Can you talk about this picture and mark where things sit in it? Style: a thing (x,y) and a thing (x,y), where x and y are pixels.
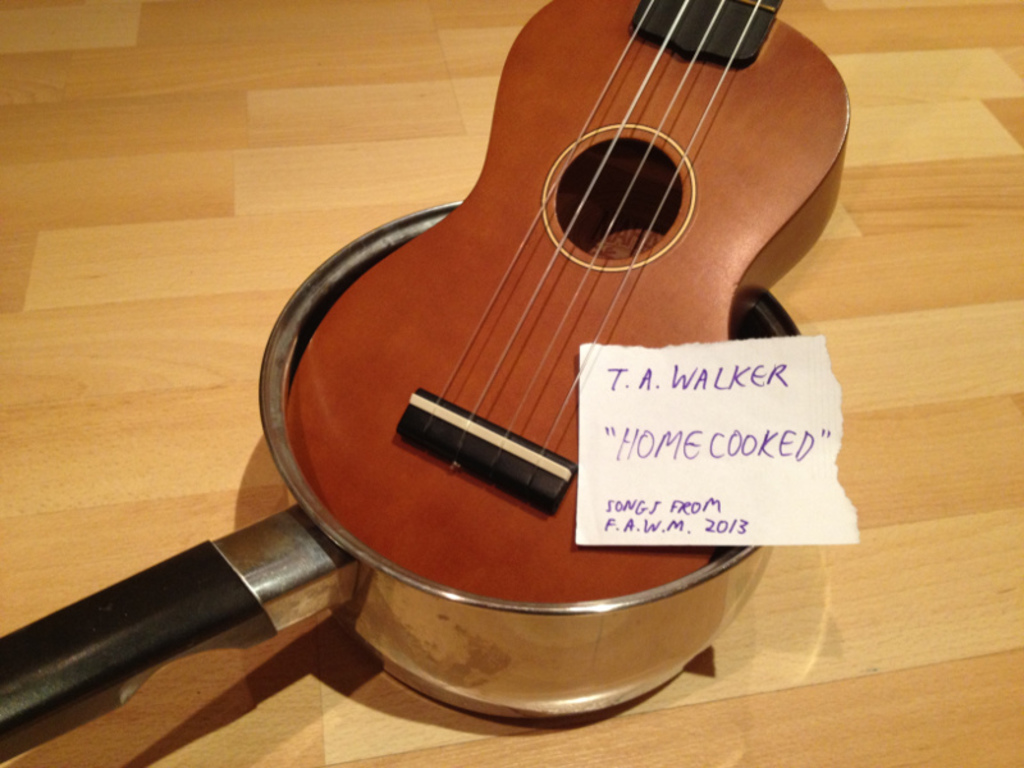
In this image, There is table (949,316) which is in yellow color and on that table (353,679) there is a music instrument (761,96) which is in brown color, There is a pan (417,659) on the table (940,192) the handle (146,668) of pan (171,640) is in black color.
